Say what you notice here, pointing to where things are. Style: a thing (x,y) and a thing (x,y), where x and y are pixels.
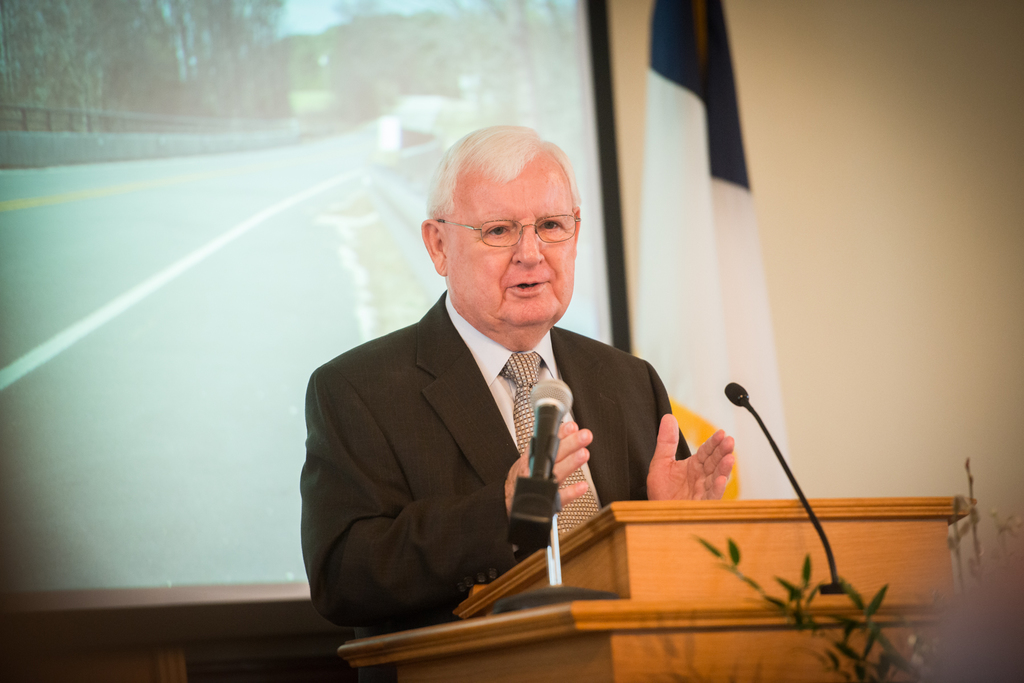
In this image in the center (536,320) there is one person (521,301) talking, and in front of him there is a podium (724,542) and mike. At the bottom (858,663) there are some plants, and in the background (157,442) there is a screen (574,327), flag (734,217) and wall (779,266).
